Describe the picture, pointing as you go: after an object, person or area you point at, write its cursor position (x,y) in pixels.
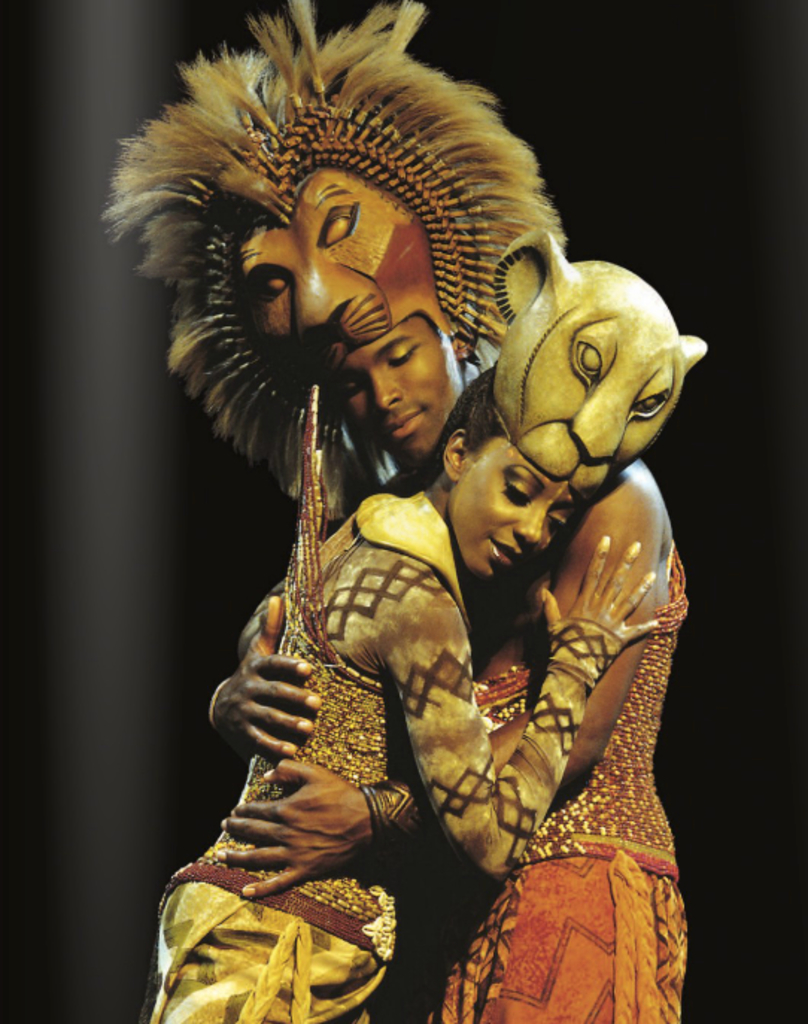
In the foreground of this image (498,355), there are persons (507,572) wearing lion costumes (312,479) and those two are hugging each other and there is a dark background (648,155).
